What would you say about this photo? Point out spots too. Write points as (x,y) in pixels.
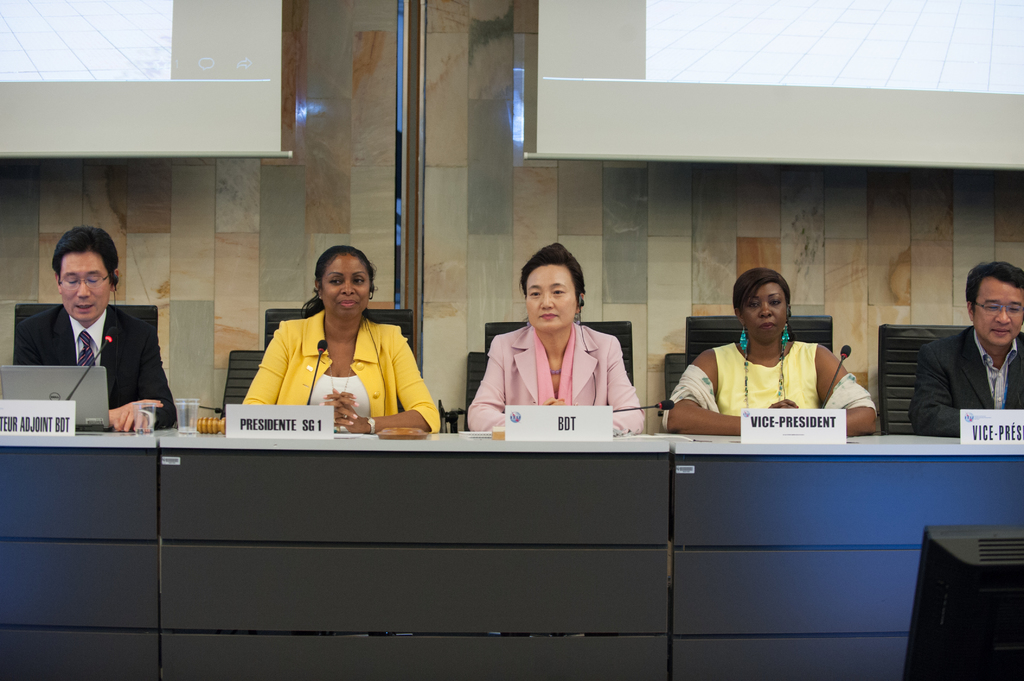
In this picture we can see some people (64,352) sitting on chairs (936,332) and in front of them we can see a laptop (56,381), glass (153,410), mics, name boards (66,417), monitor (983,574) and in the background (386,123) we can see the wall (334,156), screens (155,129).
